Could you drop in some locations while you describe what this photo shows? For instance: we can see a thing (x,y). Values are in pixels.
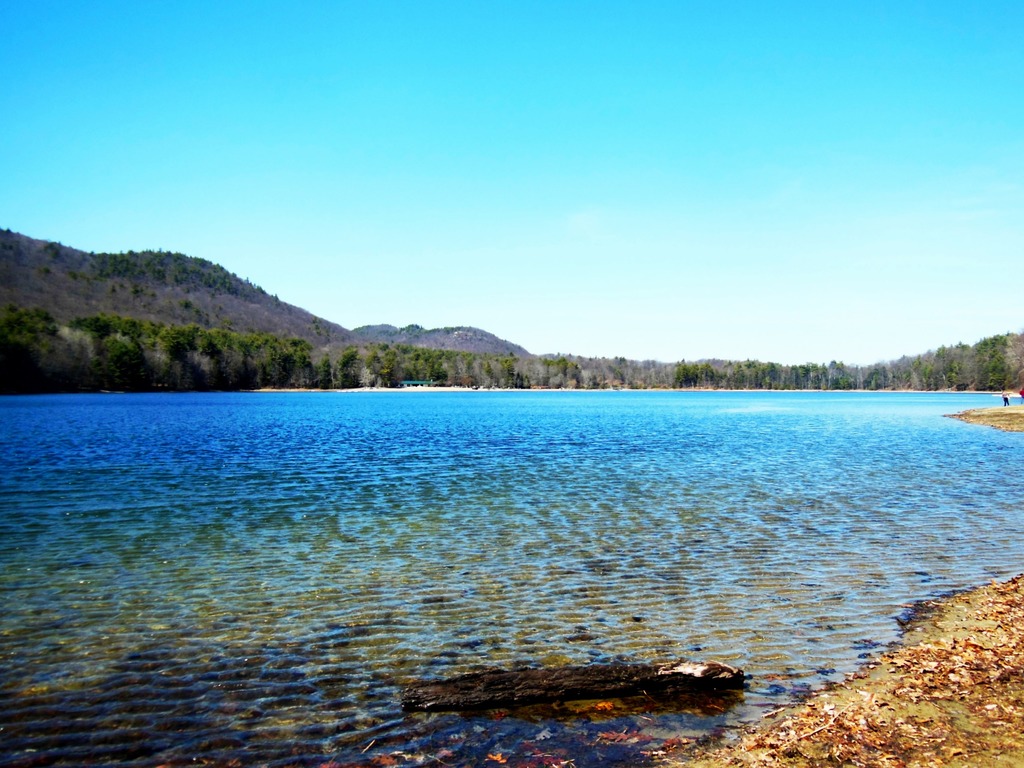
In this image there is a river (593,431), in the background (176,379) trees (361,377), mountains (299,333) and a blue sky (760,170).
